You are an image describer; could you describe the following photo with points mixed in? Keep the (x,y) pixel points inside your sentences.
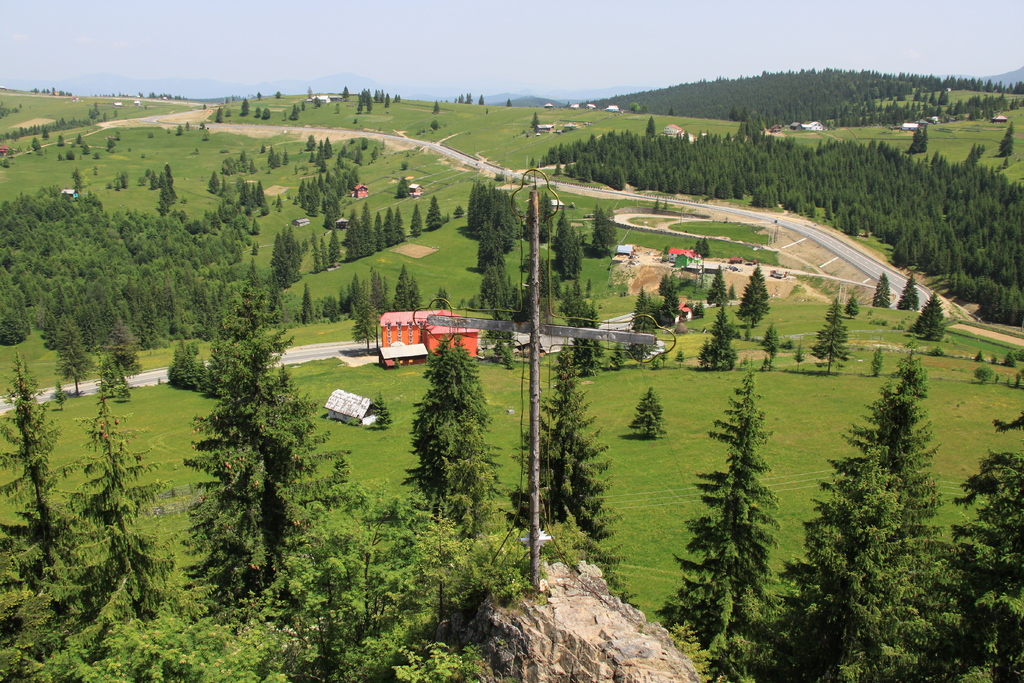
In this image we can see sky (521,44), hills (816,86), trees (547,238), road (458,158), valleys (362,273), buildings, poles (535,263) and rock (523,648).
